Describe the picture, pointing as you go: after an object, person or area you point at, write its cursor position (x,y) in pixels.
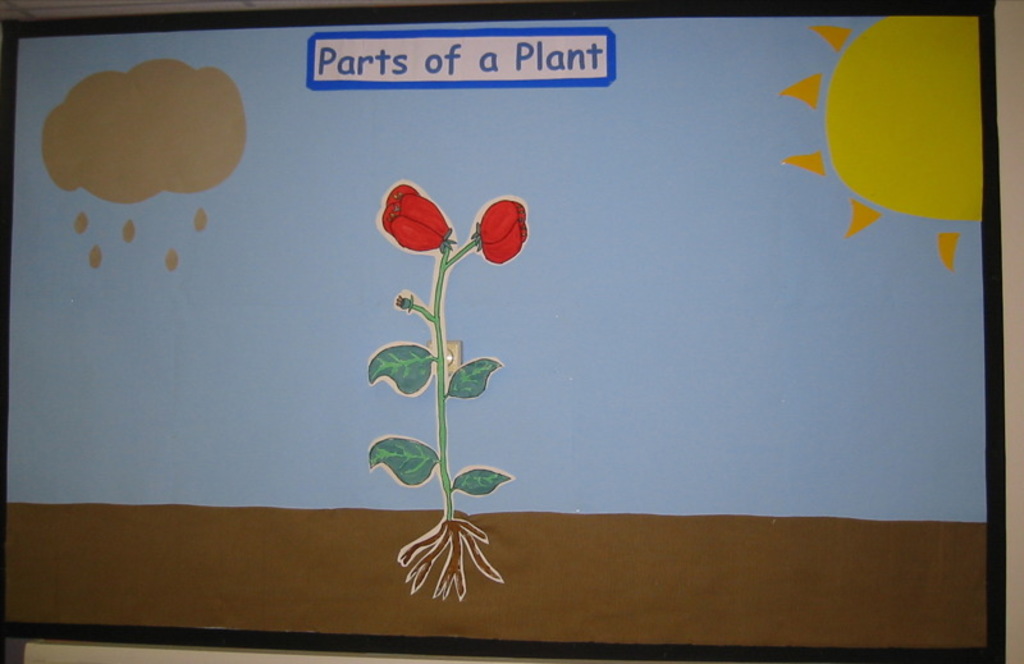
In the given image i can see a drawing (543,147) and some text (405,69) on it.
